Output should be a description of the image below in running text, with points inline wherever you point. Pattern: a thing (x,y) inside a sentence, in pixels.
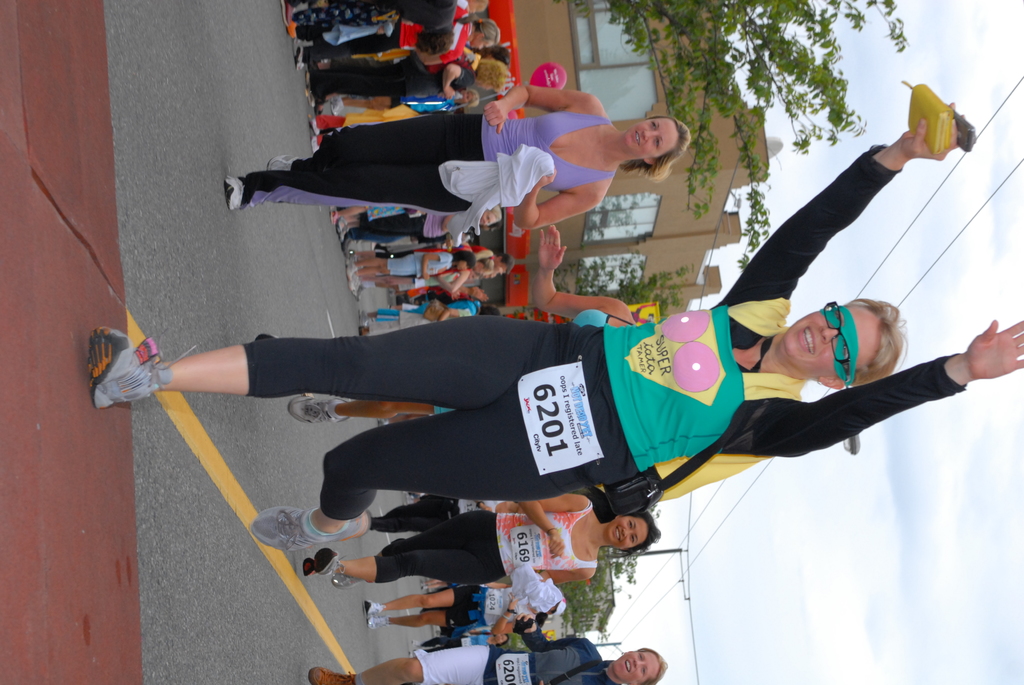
In this image there are few people (455,137) visible on the road (324,317), beside the road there are some trees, buildings (553,22), on the right side (907,236) there is the sky (911,194), power line cable (870,282) visible.
